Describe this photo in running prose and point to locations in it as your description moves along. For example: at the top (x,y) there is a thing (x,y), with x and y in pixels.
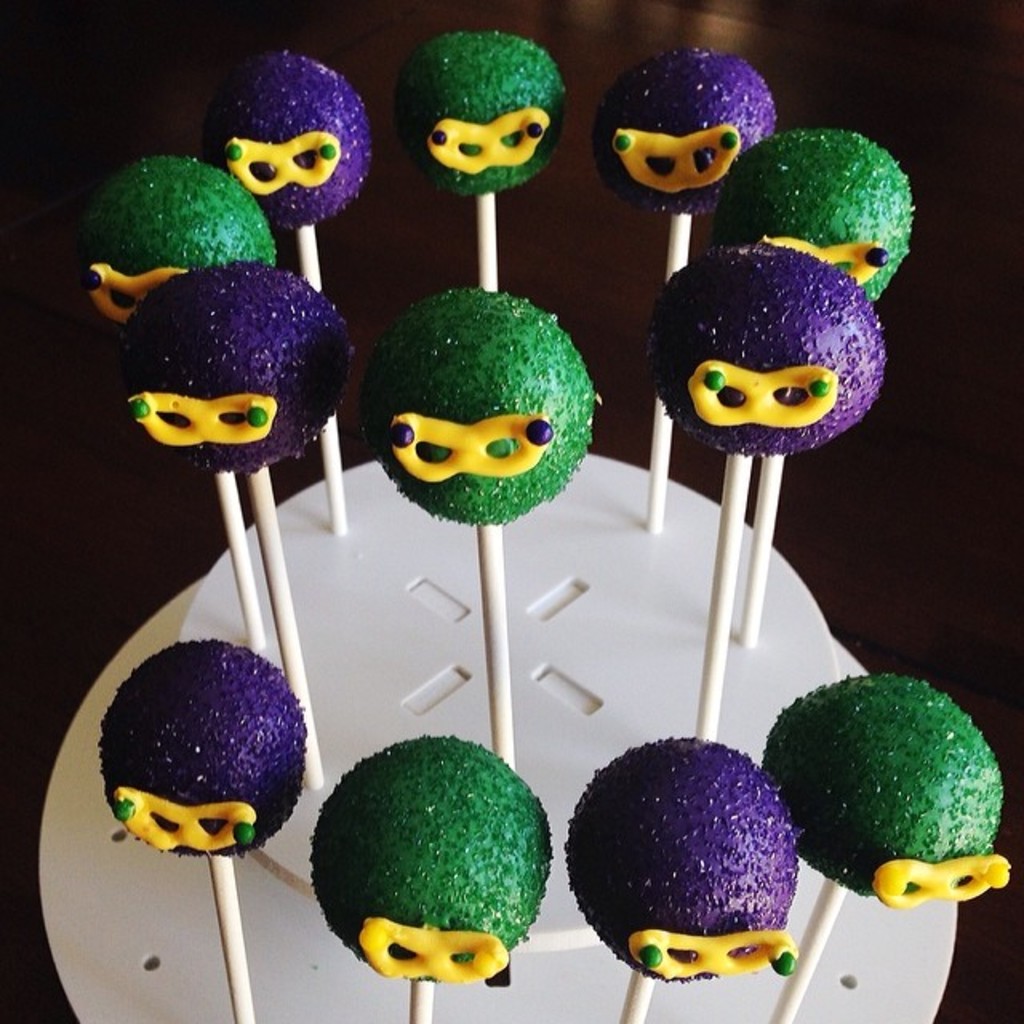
Here I can see few candies (720,952). Some are in green color and some are in violet color. The background (970,559) is in black color.
